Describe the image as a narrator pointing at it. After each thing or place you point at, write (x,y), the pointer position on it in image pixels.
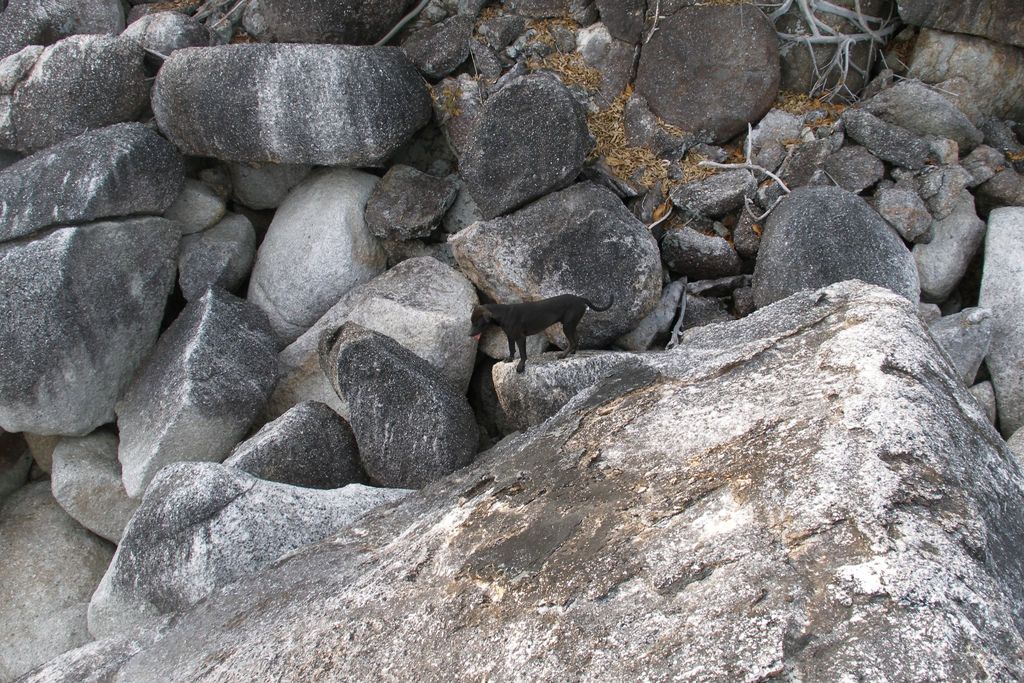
In this image we can see rocks (706,429). On the rock (532,361) there is a dog (512,350).
